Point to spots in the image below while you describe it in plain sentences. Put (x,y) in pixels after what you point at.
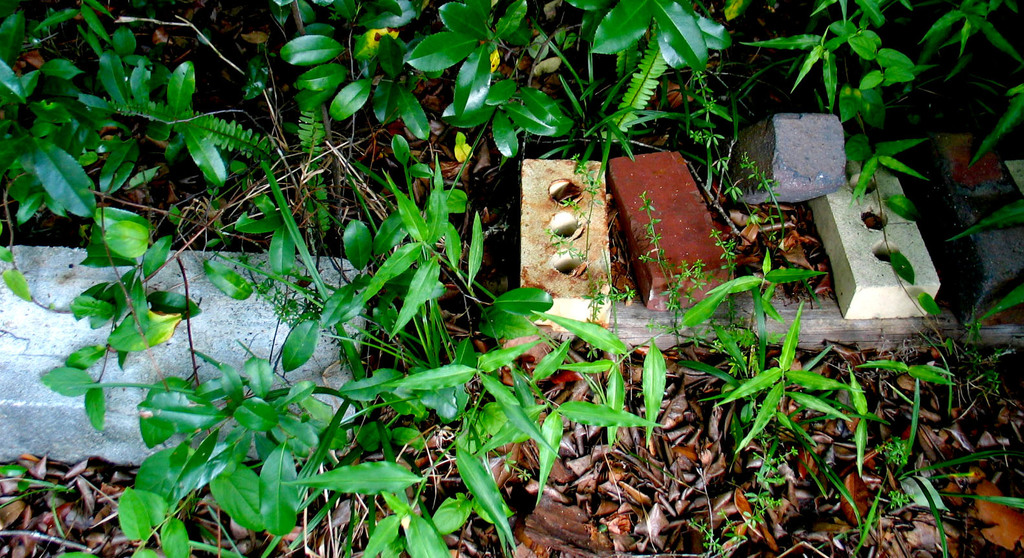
In this picture I can observe bricks (673,235) on the land (775,244). I can observe some dried leaves (588,462) on the ground (496,205). I can observe some plants (341,105) which are in green color.
